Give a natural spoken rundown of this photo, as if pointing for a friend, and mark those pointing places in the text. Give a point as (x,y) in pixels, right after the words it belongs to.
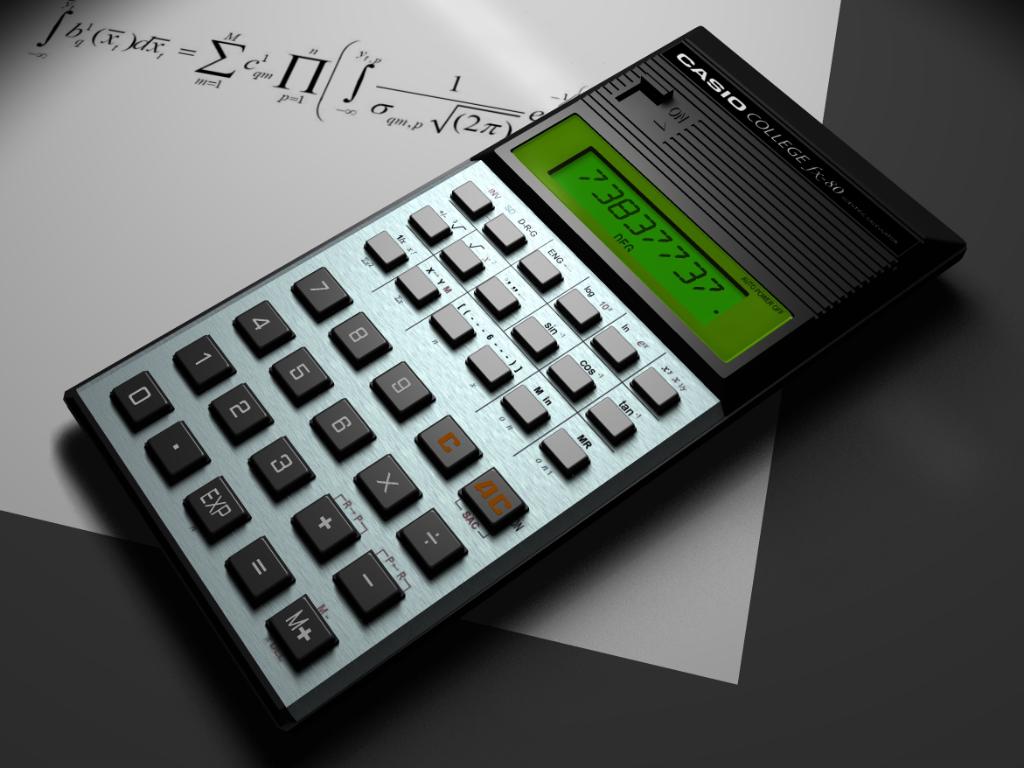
There is a calculator (833,267) which is having a display (717,311) and is on the white color paper (111,258) on which, there is a formula (372,83). And this paper (799,45) on the black color table (820,699).
